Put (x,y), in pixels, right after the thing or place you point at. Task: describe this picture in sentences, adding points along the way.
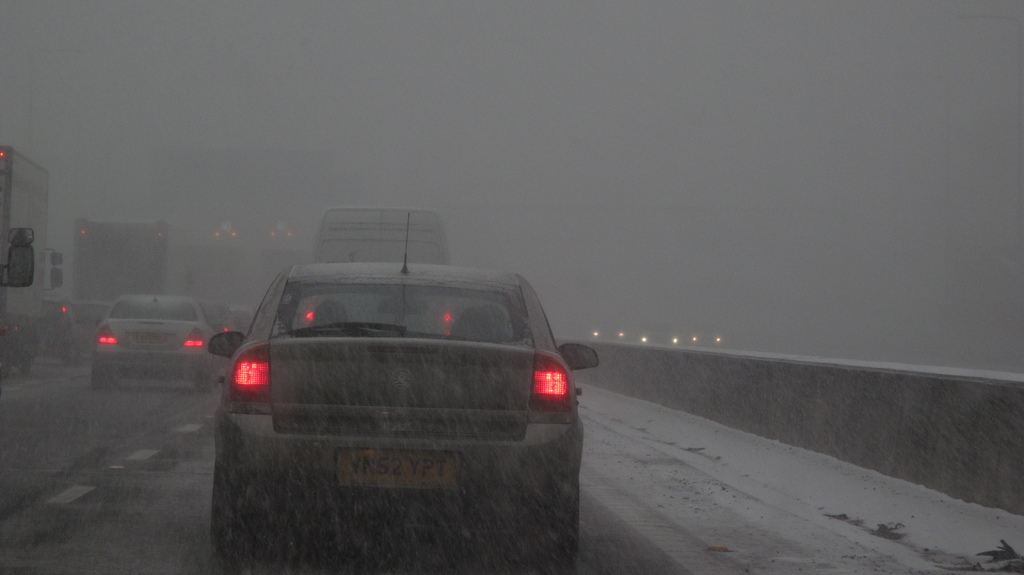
In this image we can see motor vehicles (328,362) on the road (214,385) and snowfall (485,249).
